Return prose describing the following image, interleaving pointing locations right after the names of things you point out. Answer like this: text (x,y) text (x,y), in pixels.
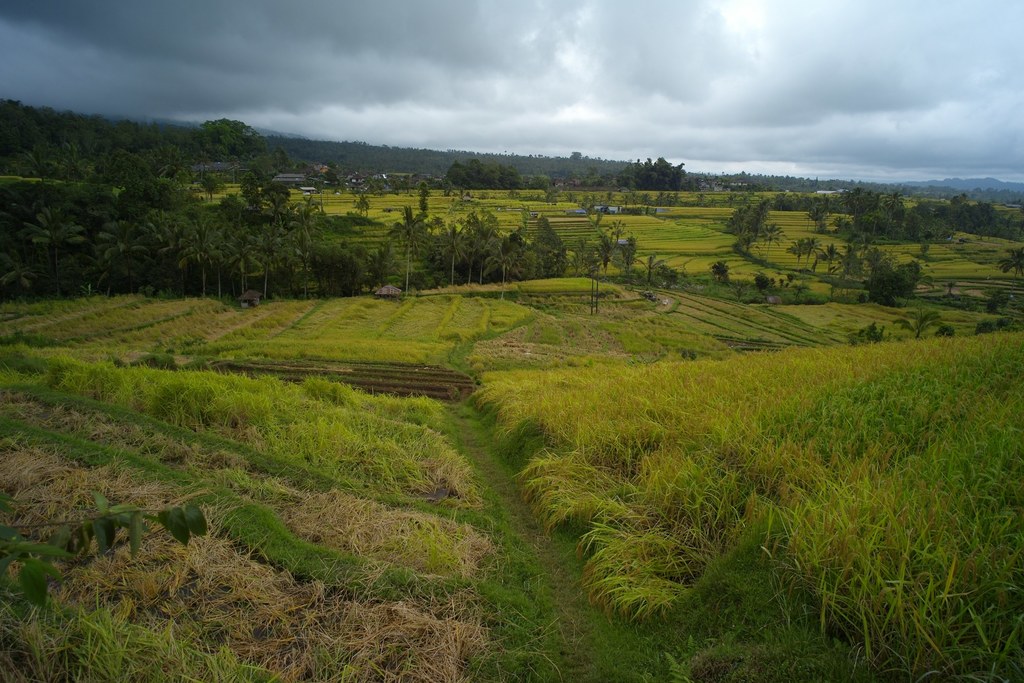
In this image I can see few trees (10,257), houses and the green and brown color grass (627,485). The sky (534,76) is in grey and white color.
